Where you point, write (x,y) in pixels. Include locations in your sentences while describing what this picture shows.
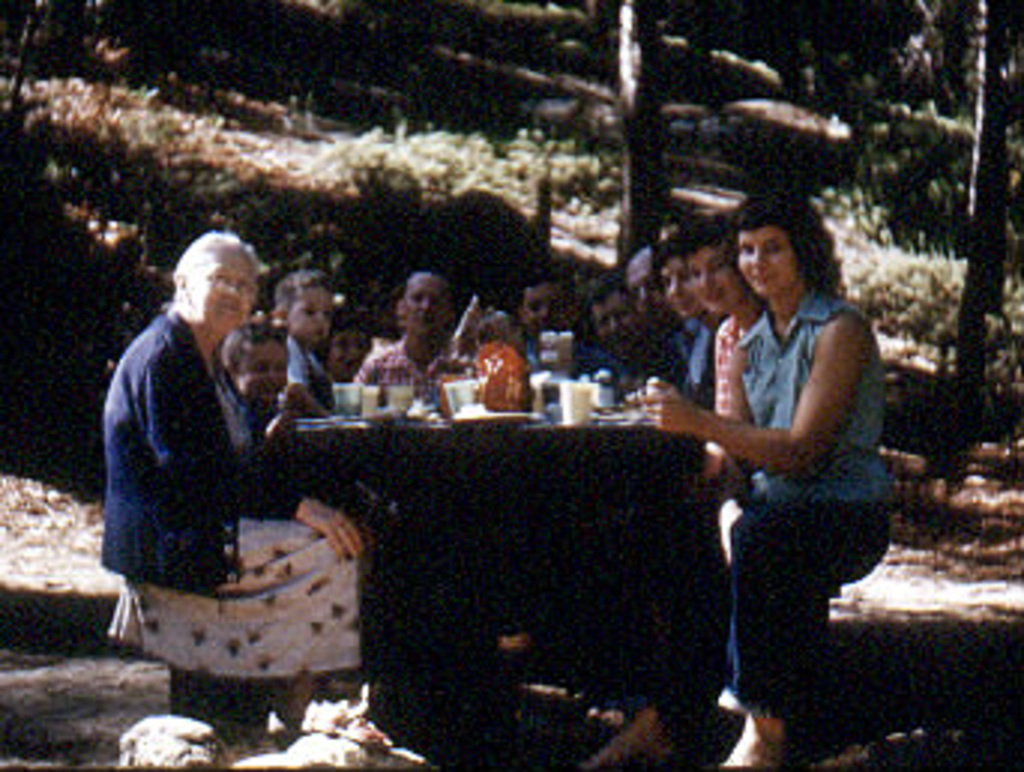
In the image we can see there are people (413,330) sitting and they are wearing clothes (158,326). Here we can see the table (541,431), on the table (528,444), we can see glasses (569,404) and other things (478,392). Here we can see stones (202,758), grass (590,156) and the image is slightly blurred.
